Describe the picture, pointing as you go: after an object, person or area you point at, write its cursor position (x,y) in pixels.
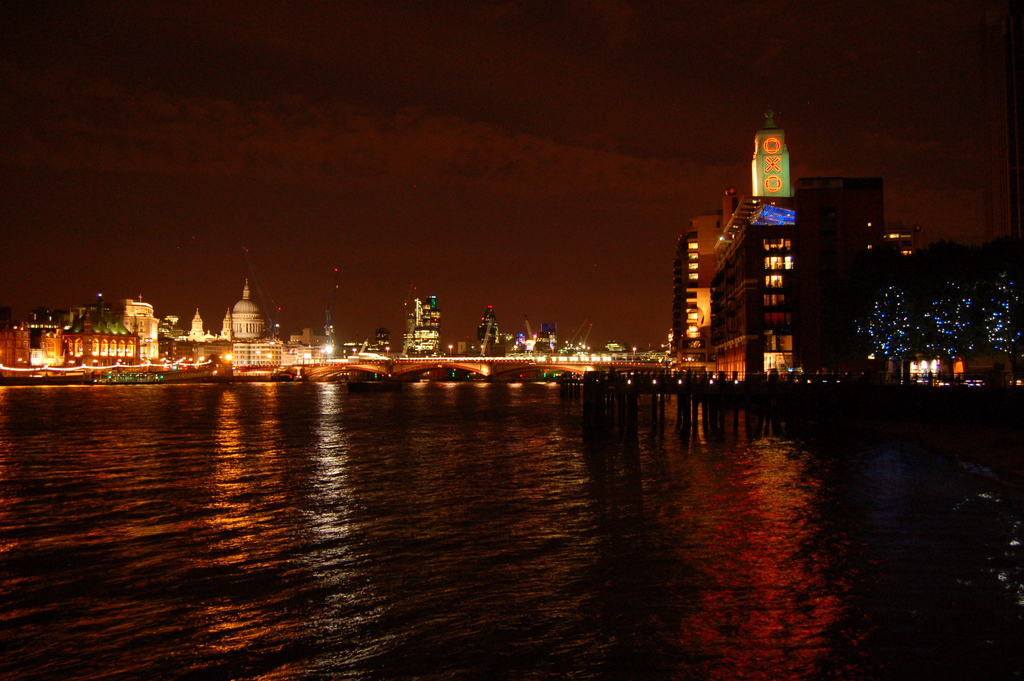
In this image we can see water (275,463), buildings (227,318), electric lights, towers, trees (944,277) and sky (582,203).
